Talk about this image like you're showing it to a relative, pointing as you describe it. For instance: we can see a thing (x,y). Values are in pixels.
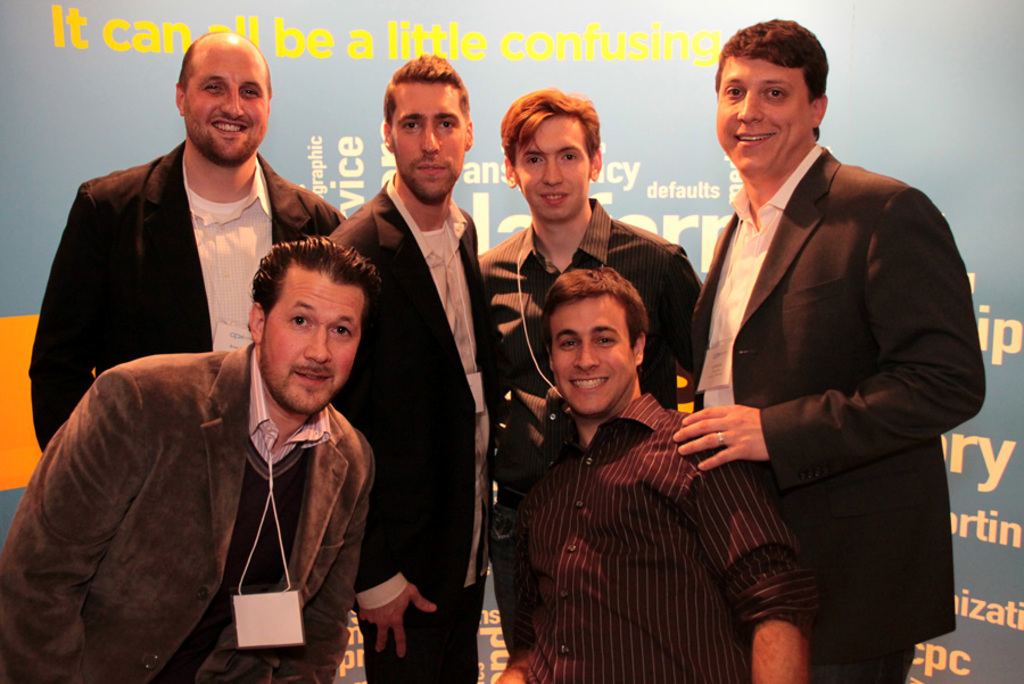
In this image we can see a few people (433,336) smiling, in the background (474,53), we can see a banner (832,43) with some text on it.
